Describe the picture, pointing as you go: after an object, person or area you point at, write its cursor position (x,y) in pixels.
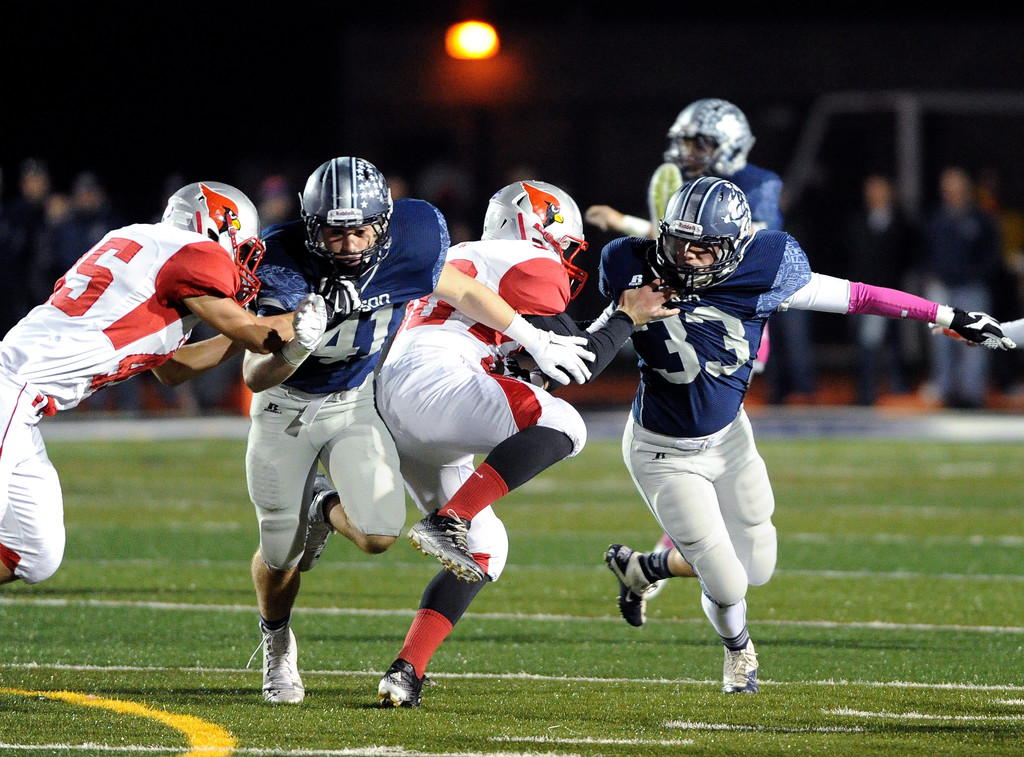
In this image there are persons (503,408) playing and the background (965,232) is blurry and there is grass (678,690) on the ground (255,702).
